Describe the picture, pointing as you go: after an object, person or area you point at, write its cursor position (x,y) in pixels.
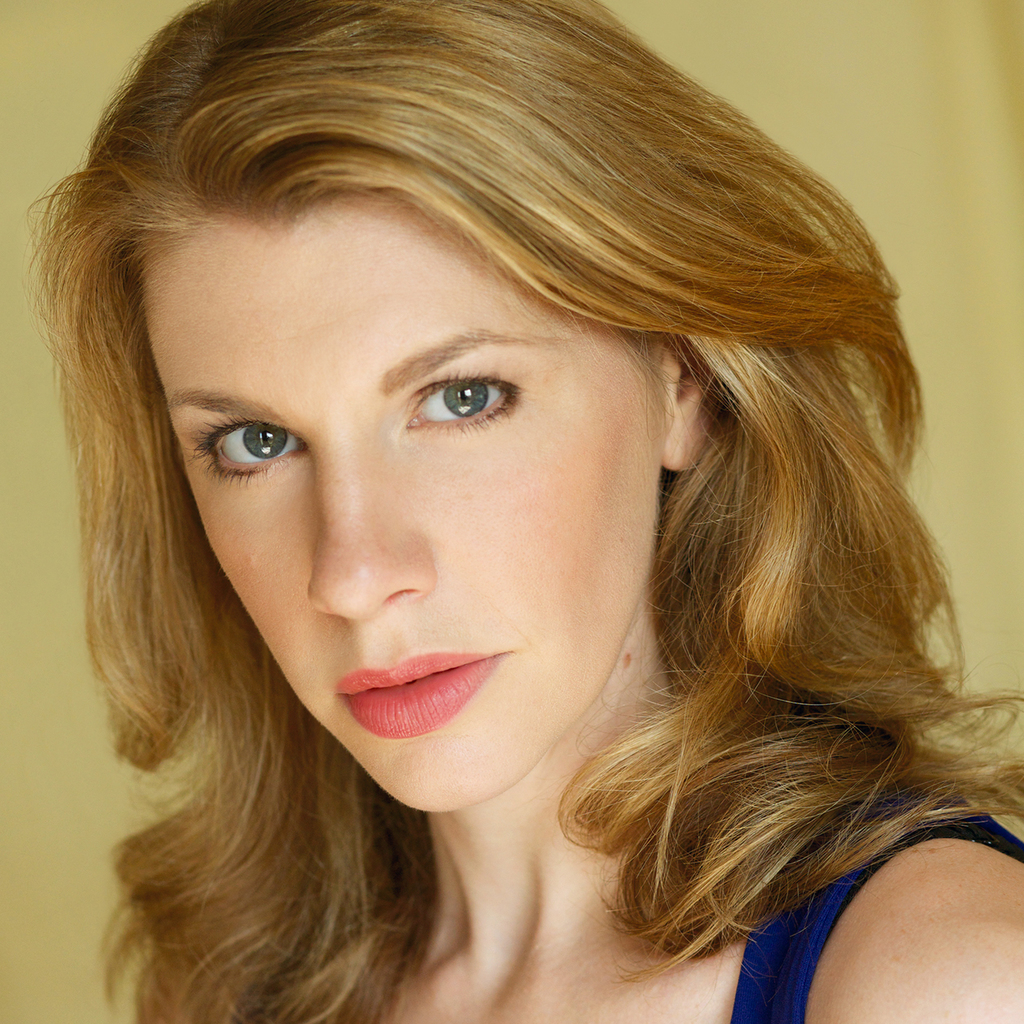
In the foreground of this image (503,707), there is a woman (503,707) with blonde hair (753,367) and a creamy texture (836,74) in the background (844,80).
